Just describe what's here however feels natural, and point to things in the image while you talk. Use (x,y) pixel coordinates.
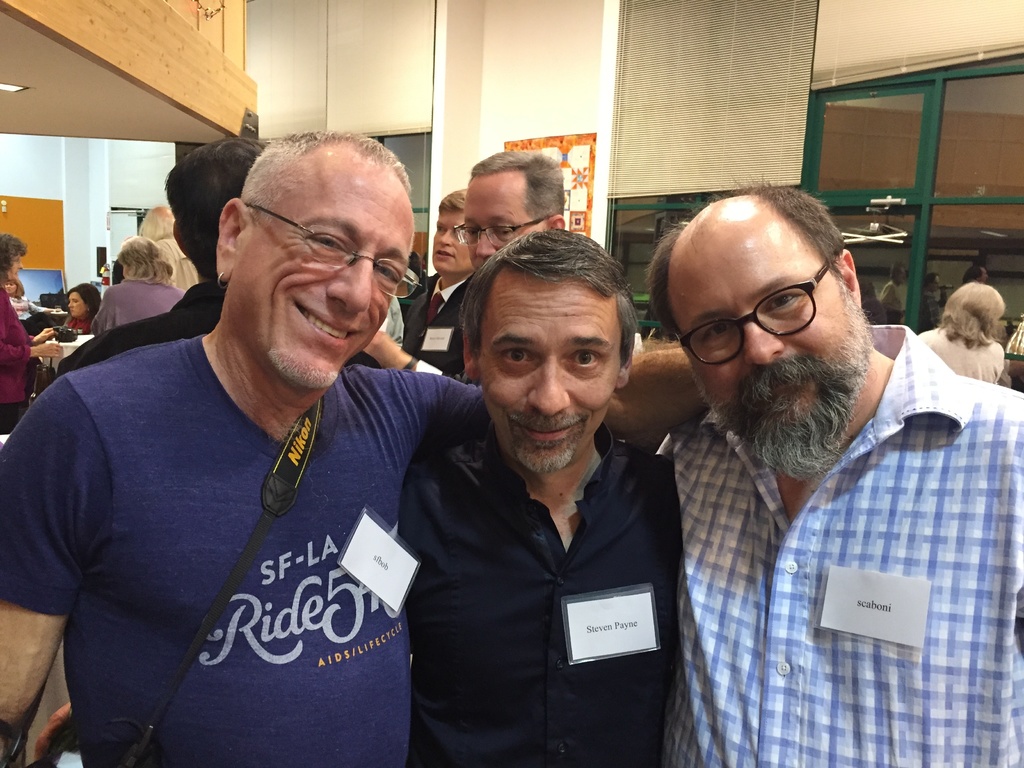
There are three persons (600,280) in different color dresses (645,496), wearing badges (888,617), smiling and standing. In the background (0,304), there are other persons (5,286) and there is a white wall (522,63).
